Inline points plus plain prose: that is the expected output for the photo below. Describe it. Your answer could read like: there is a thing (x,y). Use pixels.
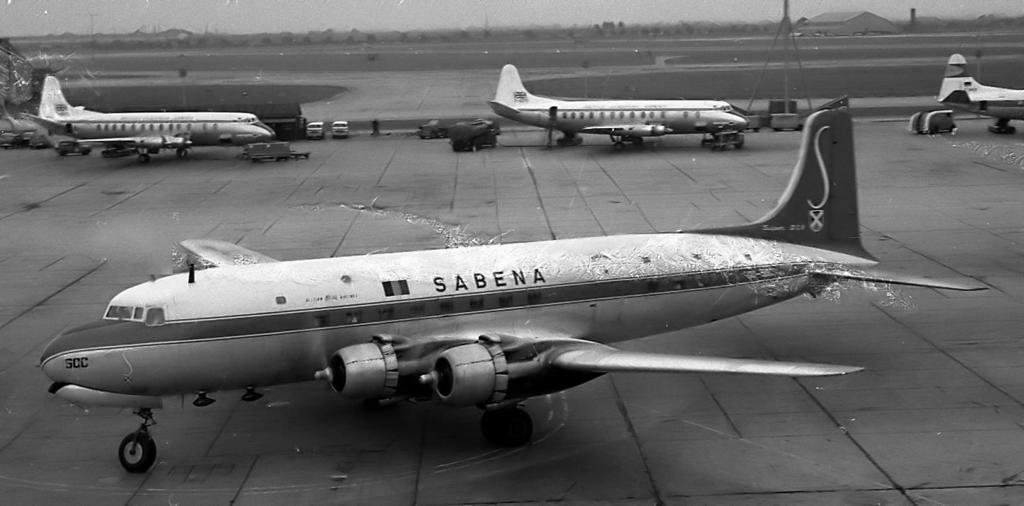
This picture is black and white image. In this picture we can see aeroplanes (340,291), trucks (313,130), poles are there. At the top of the image (400,27) we can see house (840,18), trees (396,36), sky (467,27) are present. At the bottom of the image (664,432) there is a ground (818,383).
